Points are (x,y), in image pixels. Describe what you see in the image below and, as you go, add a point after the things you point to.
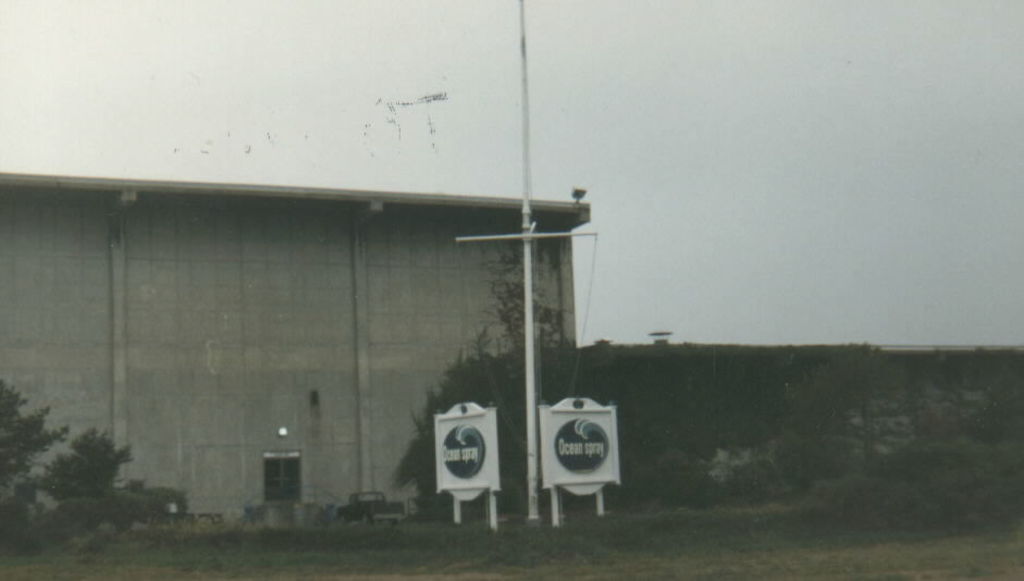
In the center of the image (543,262) we can see a pole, boards (578,448), car (370,513), building (301,396), door (266,483), stair (266,507), wall (388,405), plants (99,439) are present. At the top of the image (819,173) sky (846,189) is there. At the bottom of the image (833,544) ground (833,549) is present.
